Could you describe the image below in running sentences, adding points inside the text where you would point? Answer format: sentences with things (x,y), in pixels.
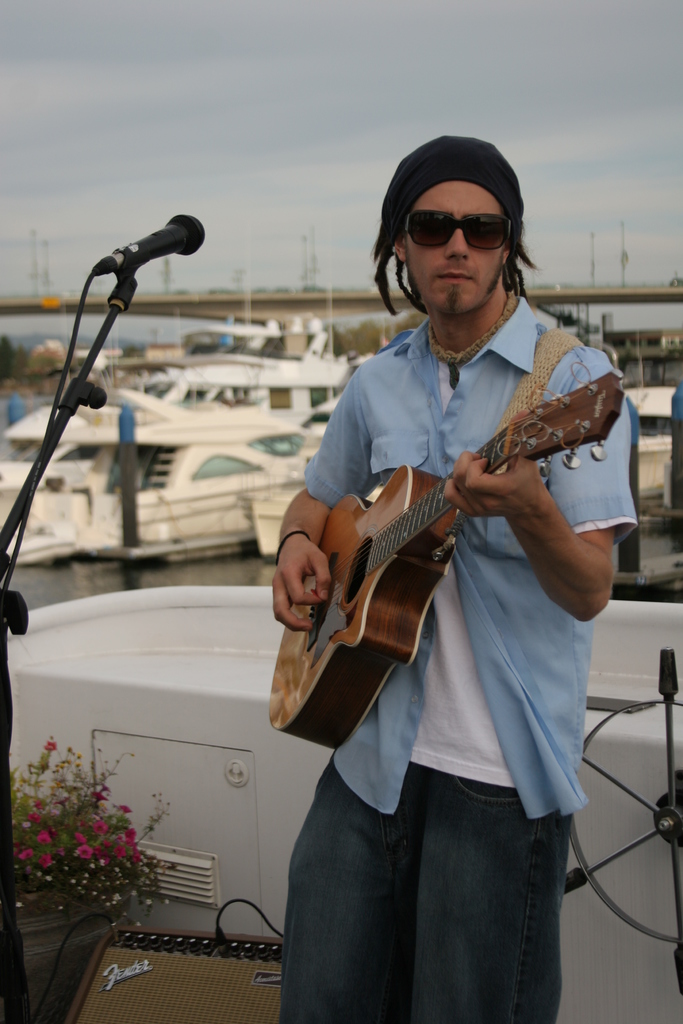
As we can see in the image there is a sky (249,72), bridge (258,296), boats (205,391), a man (382,442) holding guitar (384,562) and a mic (121,264).
